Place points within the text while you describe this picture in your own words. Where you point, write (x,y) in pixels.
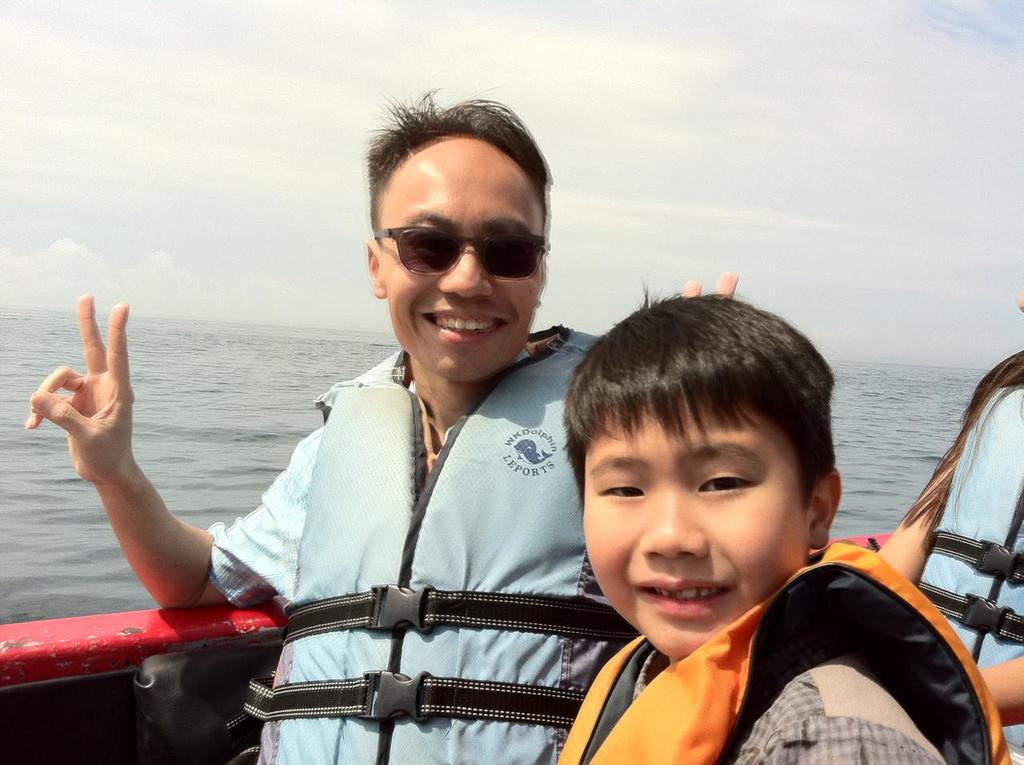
In this image we can see people (812,667) sitting in a boat (25,760) wearing jackets (441,713). In the background of the image (240,257) there is sky (284,293) and water (266,378).
